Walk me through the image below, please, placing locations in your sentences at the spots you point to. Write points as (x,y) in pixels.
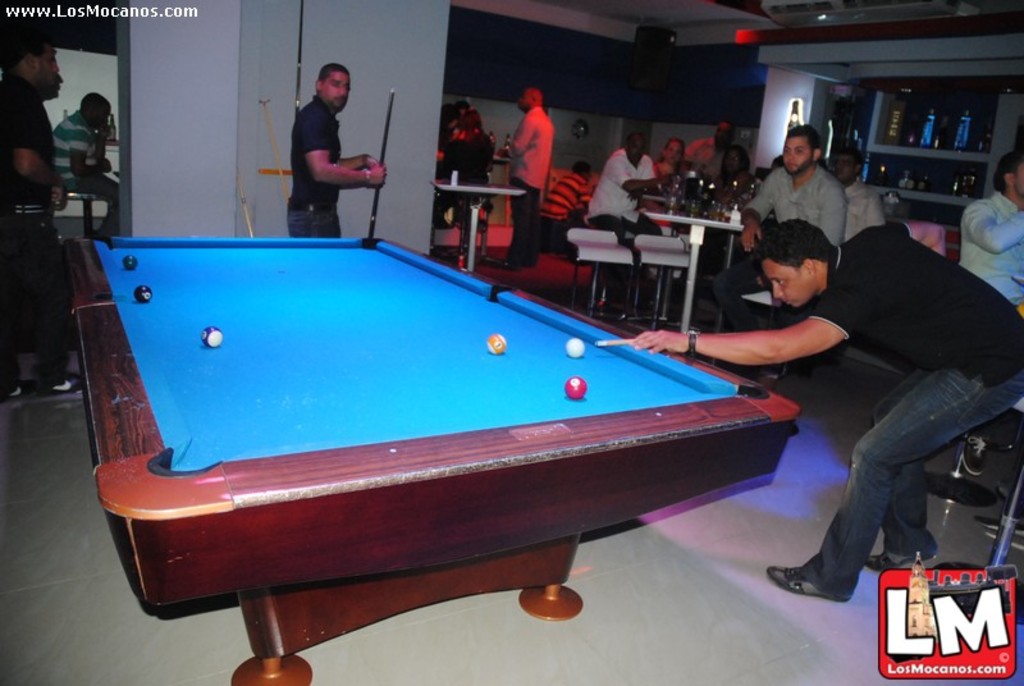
In the middle of the image (500,322) there is a pool table (399,257), On the table (482,297) there are some balls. Top right side of the image (800,161) there are few people (583,213) are watching. In the middle of the image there is a table (663,216), On the table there are some bottles (705,194).
